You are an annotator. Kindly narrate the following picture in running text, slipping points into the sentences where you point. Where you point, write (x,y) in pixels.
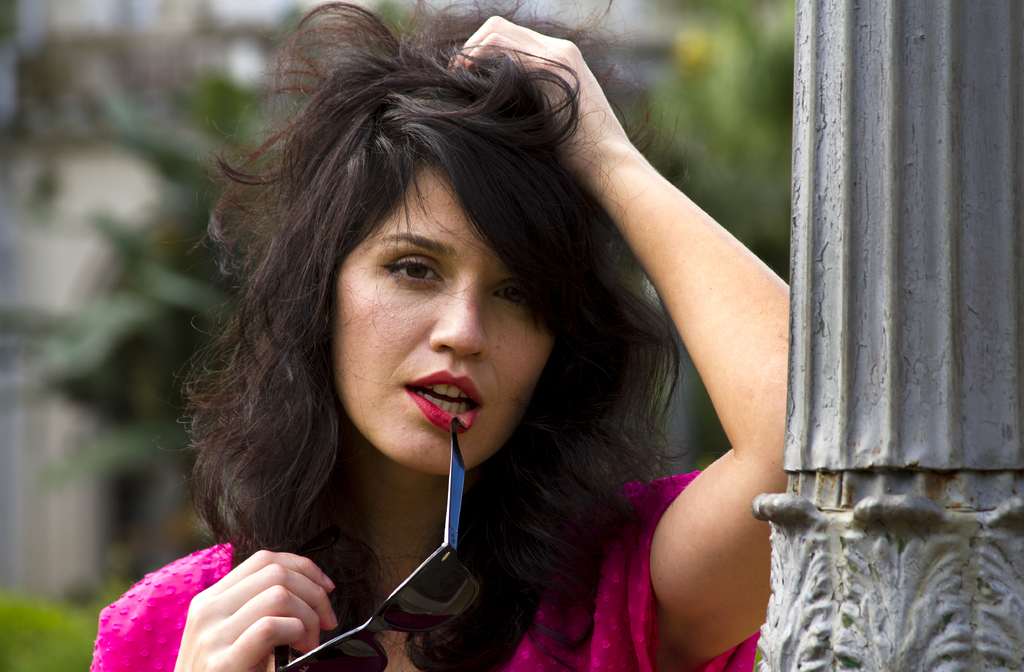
In the image we can see there is a woman (527,270) standing and she is holding sunglasses (424,590) in her hand (212,590). She is standing beside a pillar (843,555).
